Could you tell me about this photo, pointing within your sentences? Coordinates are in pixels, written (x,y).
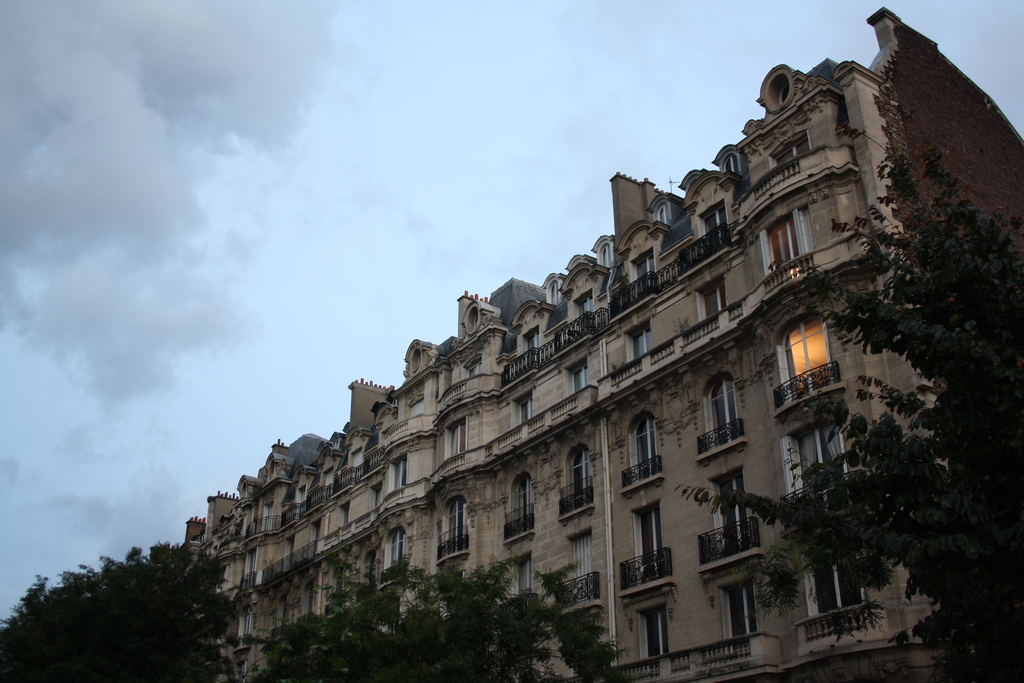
In this image I can see at the bottom (467,621) there are trees (763,585) and this is a very big building (737,379). There are glass windows (788,342), on the right side (816,345) there is the light (817,343) in it. At the top (333,165) it is the cloudy sky (328,169).
